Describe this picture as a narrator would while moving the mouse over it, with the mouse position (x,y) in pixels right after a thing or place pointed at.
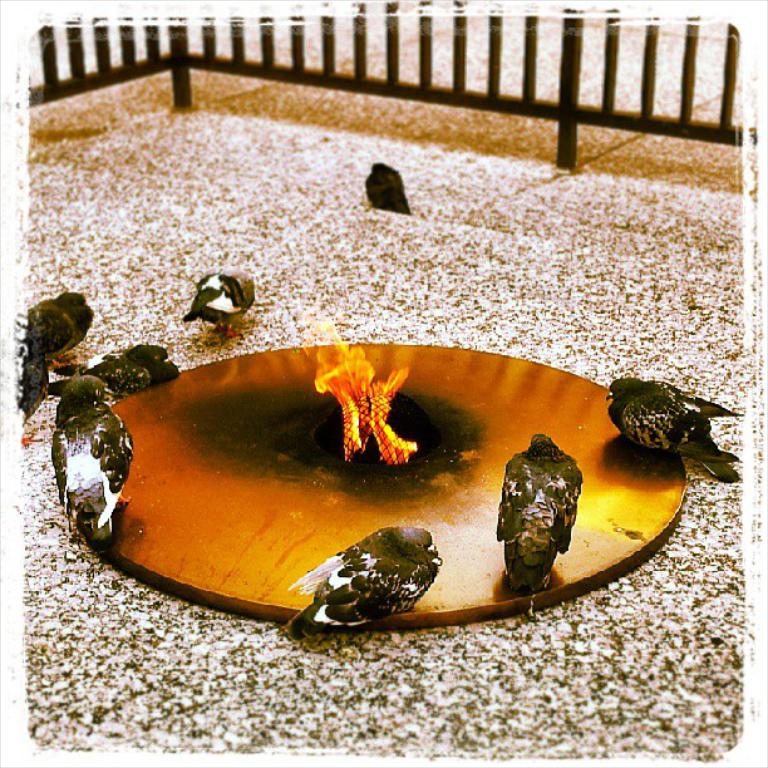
In this image we can see there are a few birds (532,485) on the object (428,495), In the middle of the object (402,484) there is a flame (364,411). At the top of the image (71,79) there is a fence (327,65).
